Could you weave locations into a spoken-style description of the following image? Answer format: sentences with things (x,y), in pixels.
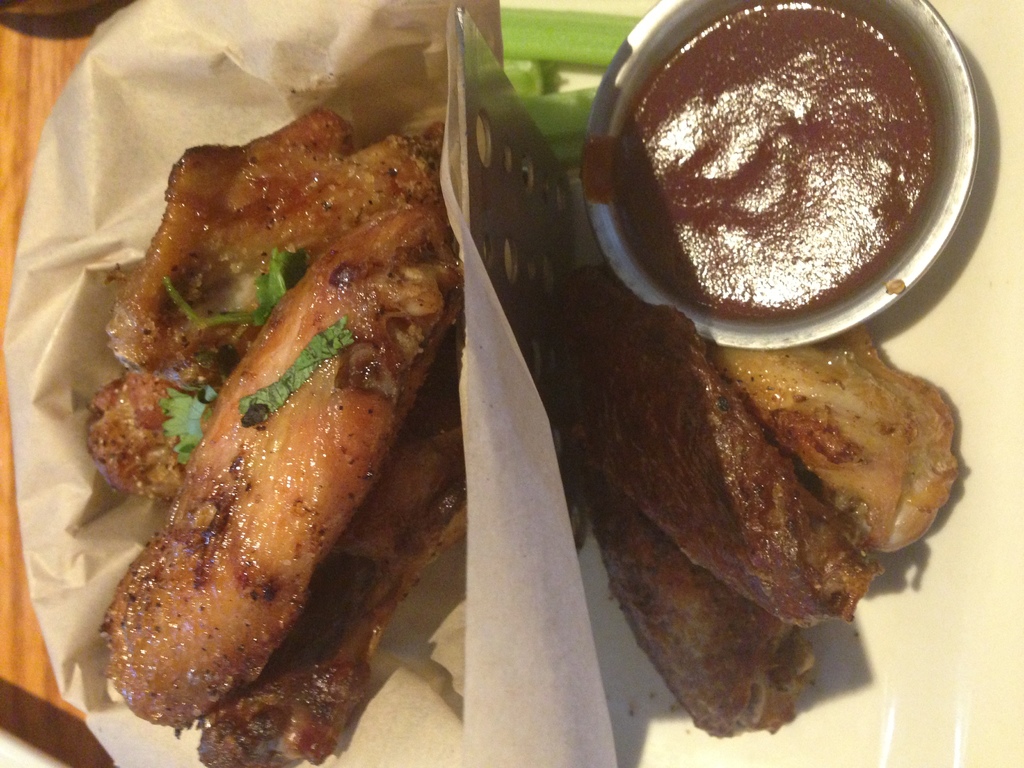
In this image we can see few food items (624,510) on a surface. On the right side (782,335), we can see a bowl (793,322) on a plate (929,327). On the left side (32,228), we have a paper (430,677).
